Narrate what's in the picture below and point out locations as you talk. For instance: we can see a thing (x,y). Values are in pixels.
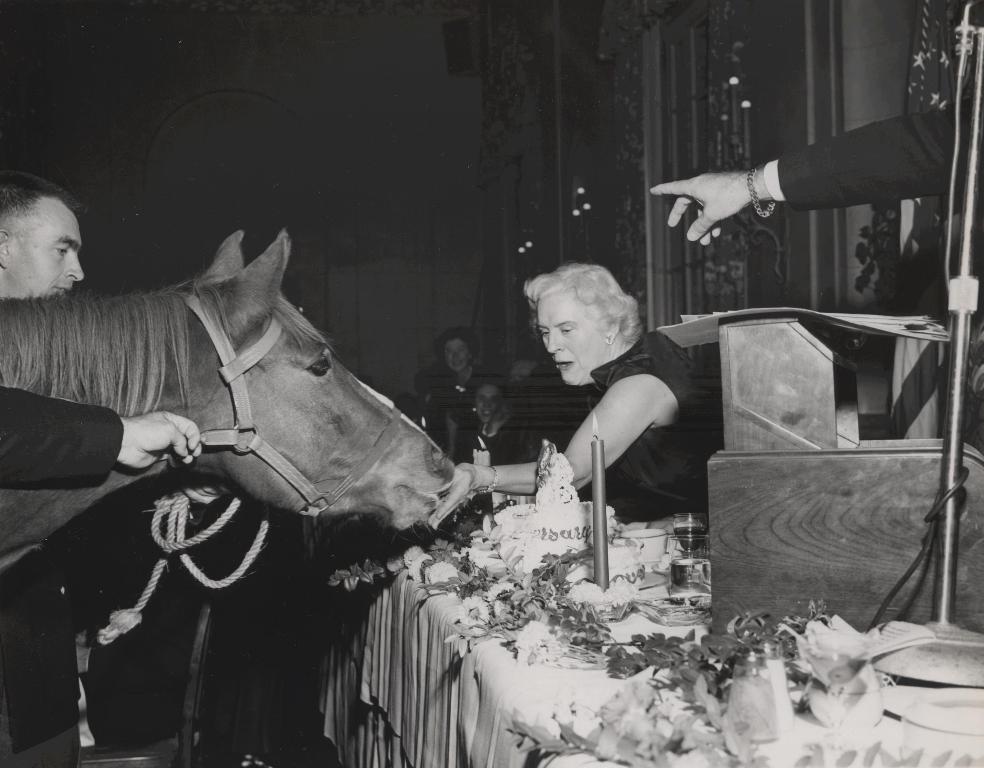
In this picture we can see woman (590,348) touching horse (292,404) where on other side person (173,437) is holding horse (167,373) and in front of them there is table (528,696) and on table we can see cake (539,500), candle (602,450), leaves (639,659) and in background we can see some more persons (484,389) and it is dark.
